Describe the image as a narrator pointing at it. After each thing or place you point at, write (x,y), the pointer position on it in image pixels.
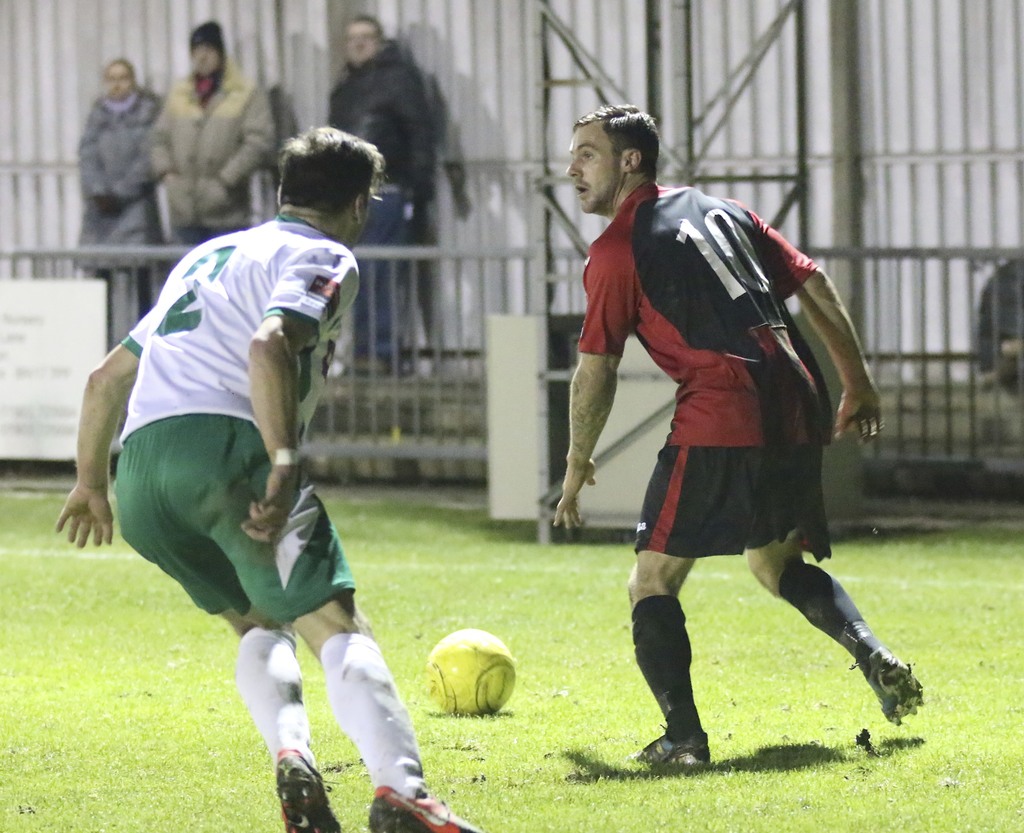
In this image I can see two persons (307,753) standing on the ground (123,785) and I can see a yellow colored ball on the ground (436,634). In the background (431,386) I can see the railing (485,368), a white colored board (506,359) to the railing (416,284), few metal rods (571,76), few persons (367,95) standing and a metal sheet (255,80) which is white in color.
